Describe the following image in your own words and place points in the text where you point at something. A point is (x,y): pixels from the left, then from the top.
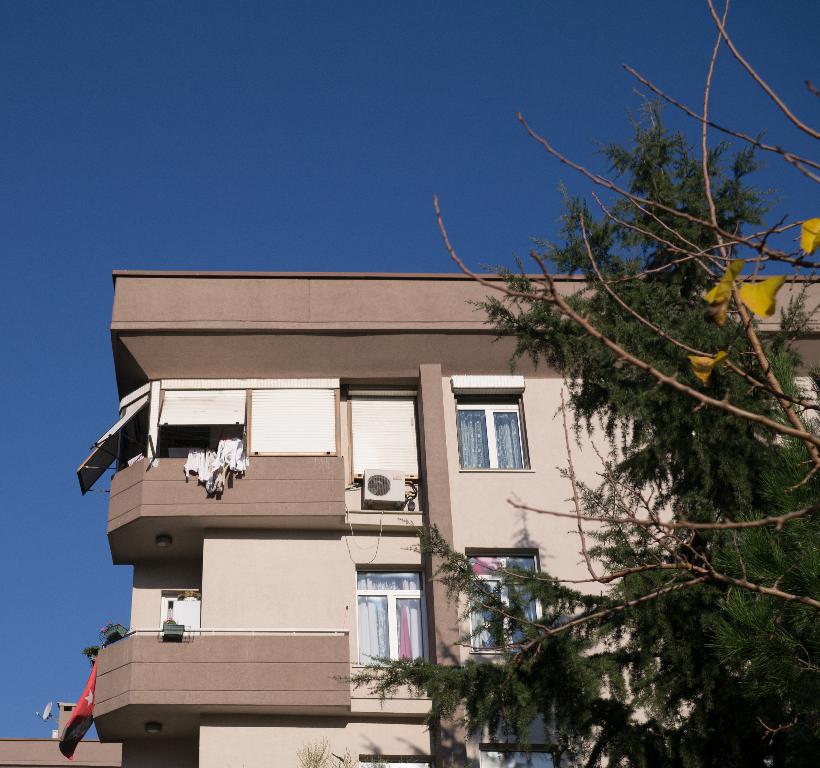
In the image there is a tree (660,585) and behind the tree (680,240) there is a building (541,744), it looks like an apartment (347,593) and in the background (236,121) there is a sky (326,242).
